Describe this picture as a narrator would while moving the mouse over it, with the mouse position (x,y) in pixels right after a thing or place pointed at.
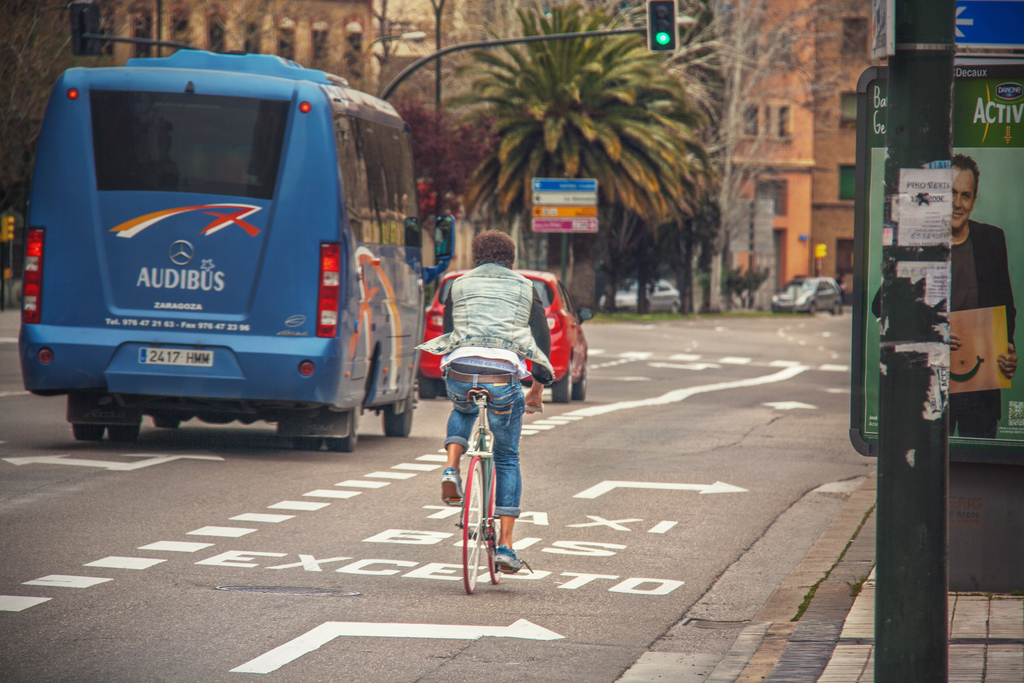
In this image i can see a person (490,382) riding bicycle (483,467) and a bus (322,301) car (550,301) and at the background of the image (635,131) there are buildings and trees (680,218).
